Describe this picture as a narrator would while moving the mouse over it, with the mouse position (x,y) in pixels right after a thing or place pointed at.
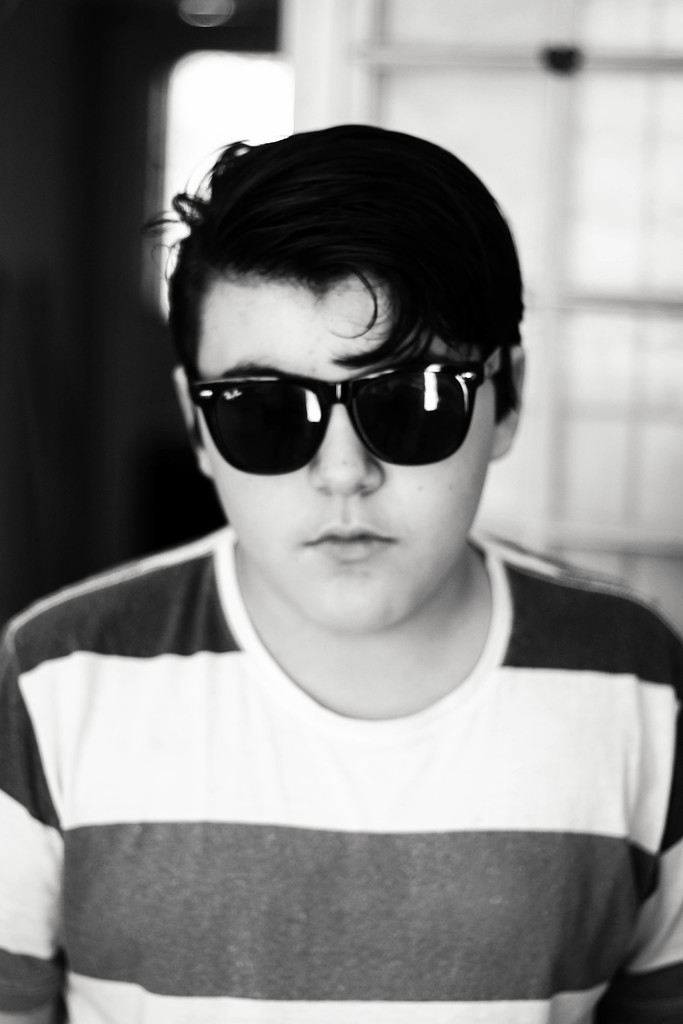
This is a black and white image and here we can see a person (263,490) wearing glasses (323,424) and in the background (104,76), there is a wall (103,66).
